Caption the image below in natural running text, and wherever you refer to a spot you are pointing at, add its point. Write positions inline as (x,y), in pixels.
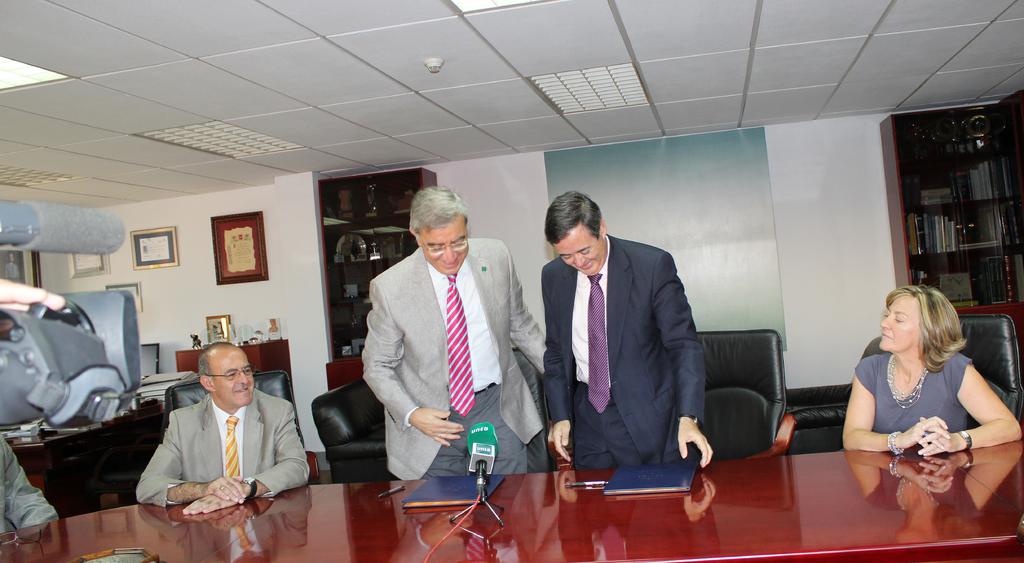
In the given image we can see that, there are two persons (467,365) standing and three of them (870,431) are sitting on chair (741,433). This is a table (554,535) on which mic (477,451) and books (430,497) are kept. This is a wall (187,230) and photo frame (232,252) is stick to it. These are the lights (39,71).
